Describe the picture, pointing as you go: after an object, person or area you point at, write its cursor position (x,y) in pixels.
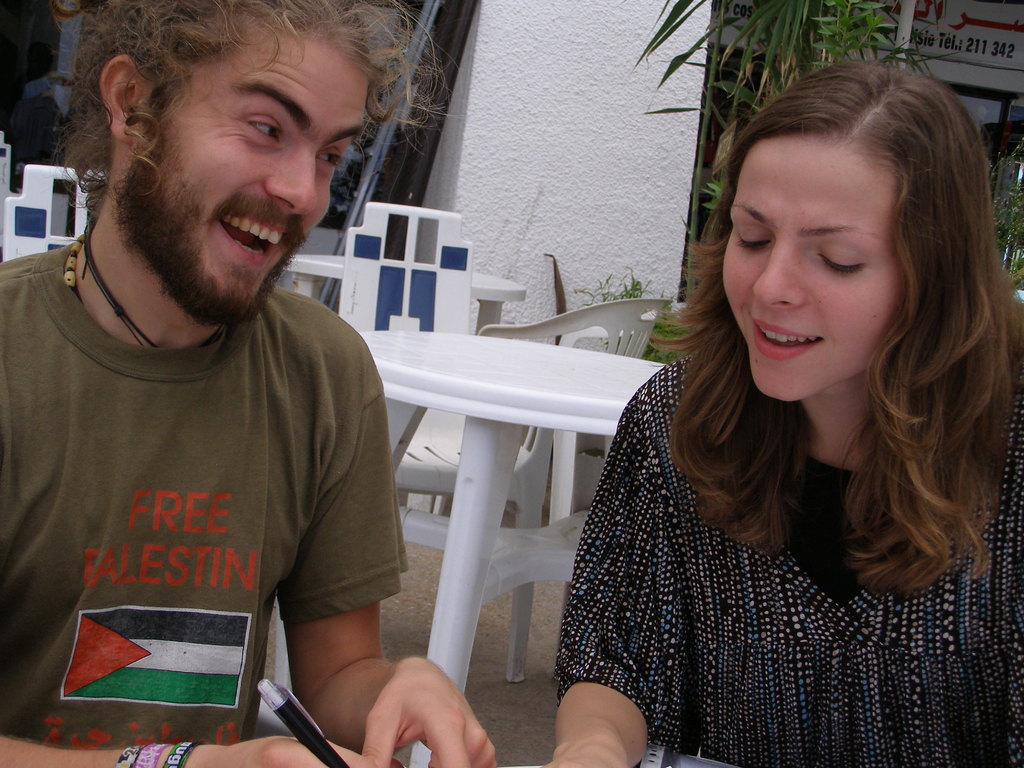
In this image we can see a man (348,350) and a woman (910,335). There are tables (514,371) and chairs (373,289). There are trees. There is a pen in mans hand (274,744).
